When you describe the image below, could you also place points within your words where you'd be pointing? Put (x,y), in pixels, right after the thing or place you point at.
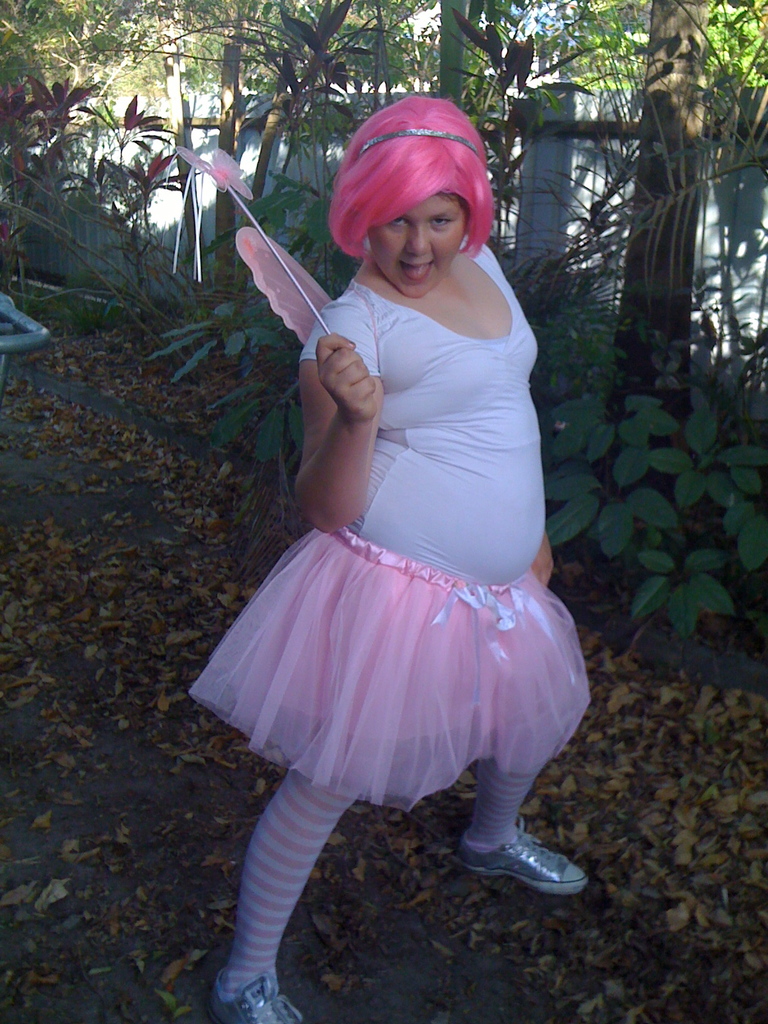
In this image I can see a person (381,524). In the background (597,403), I can see the plants (726,488), trees (627,260) and the wall (566,101).
